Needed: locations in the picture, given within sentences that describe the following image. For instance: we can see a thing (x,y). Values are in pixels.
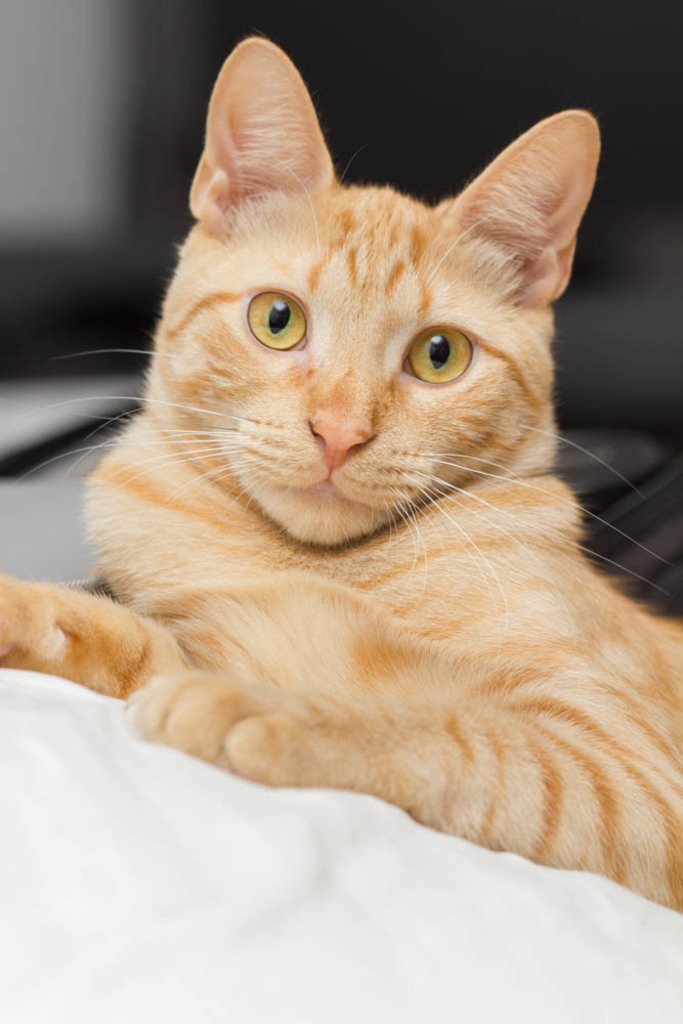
In the center of the image (333,424), we can see a cat (246,547) on the cloth (312,838).
